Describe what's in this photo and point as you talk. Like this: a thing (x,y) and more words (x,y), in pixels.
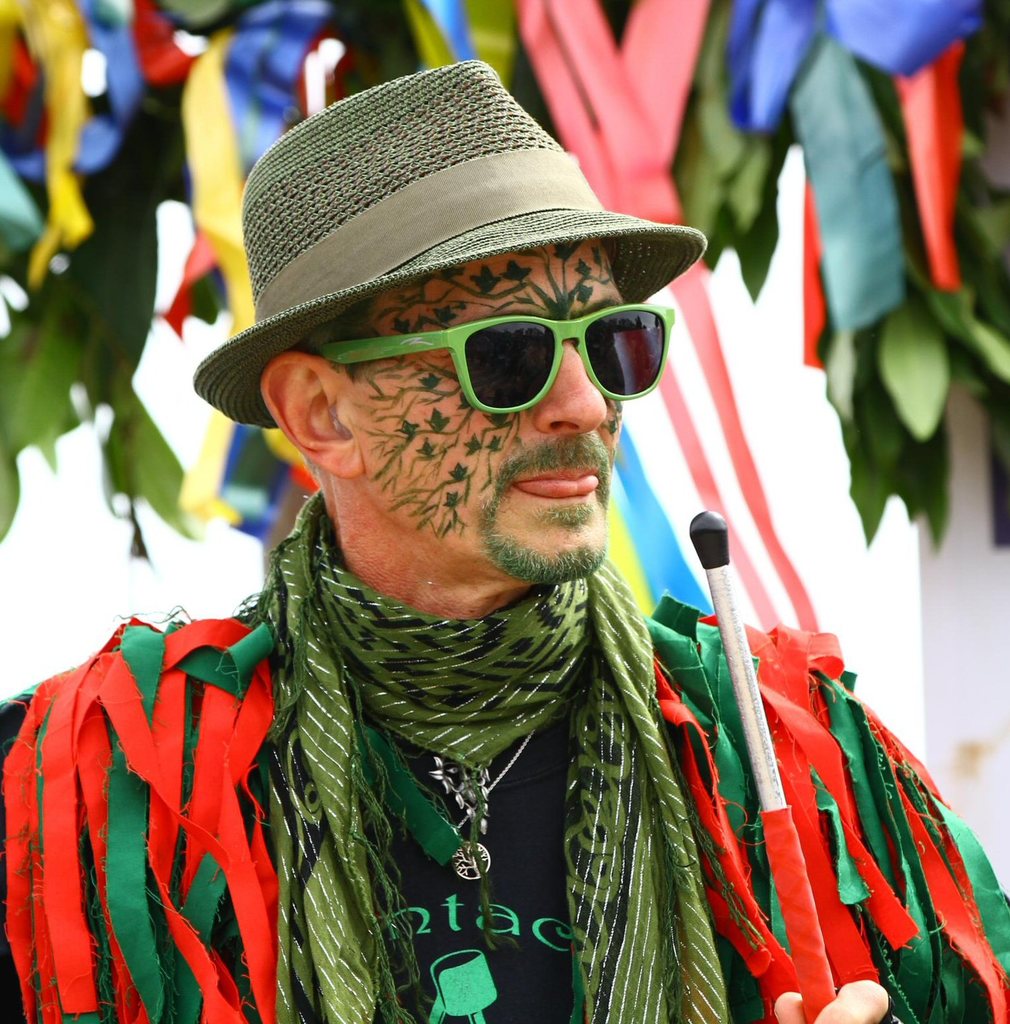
In the center of the image (373,524) there is a man (362,528) with a hat (504,159) wearing glasses (596,379) and holding an object (771,798). In the background (412,29) we can see some leaves (142,91) and also some colorful flags (197,69).
